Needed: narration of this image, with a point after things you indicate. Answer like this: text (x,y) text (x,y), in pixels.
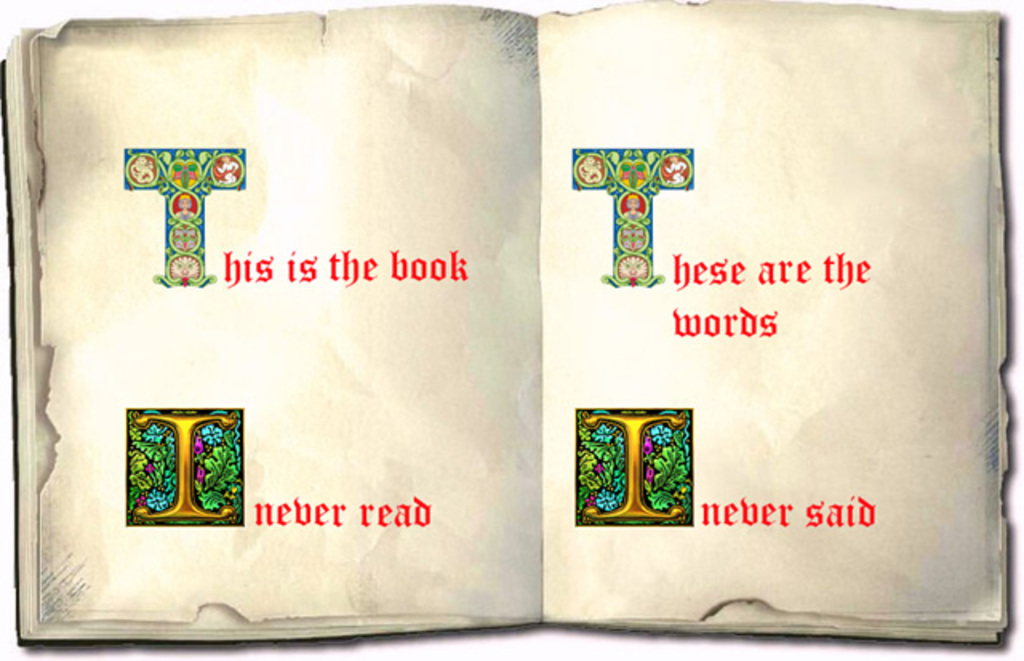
In the image we can see there is an open book (511,401) and on page (327,338) it's written "This is the book", "These are the words". On the two sided pages (764,349) letter T (212,167) and I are decorated.
